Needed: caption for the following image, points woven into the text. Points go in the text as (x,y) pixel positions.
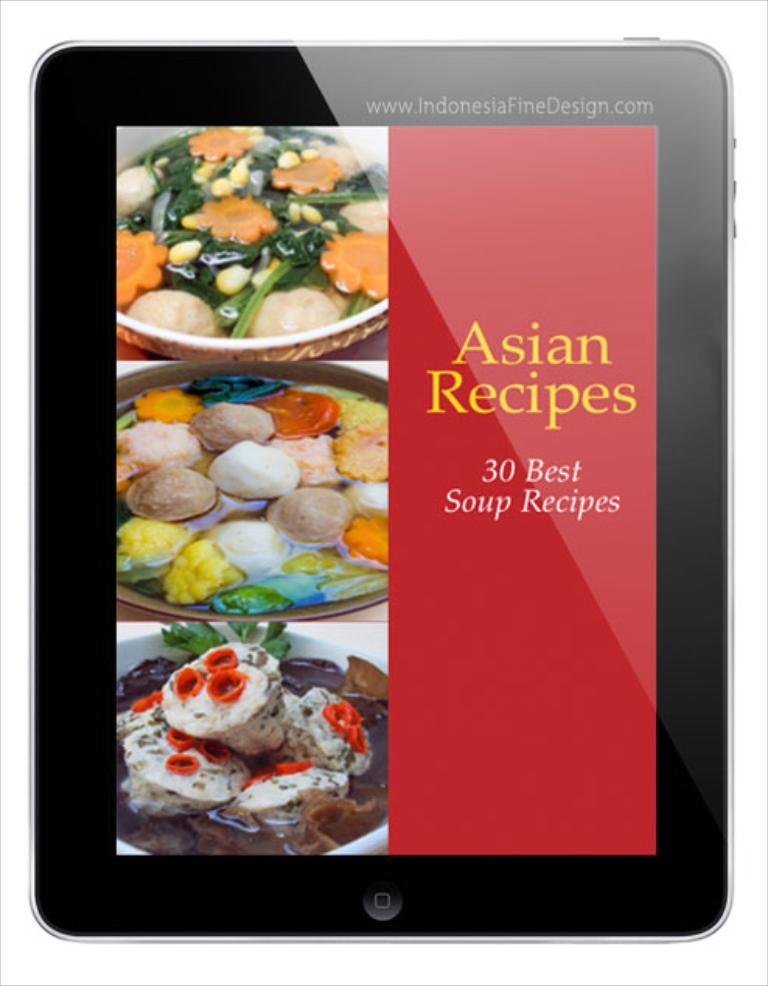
In this picture we can see a tab (235,685). In the tab (349,601) we can see the text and bowls (303,607) which contains food items (165,460).
